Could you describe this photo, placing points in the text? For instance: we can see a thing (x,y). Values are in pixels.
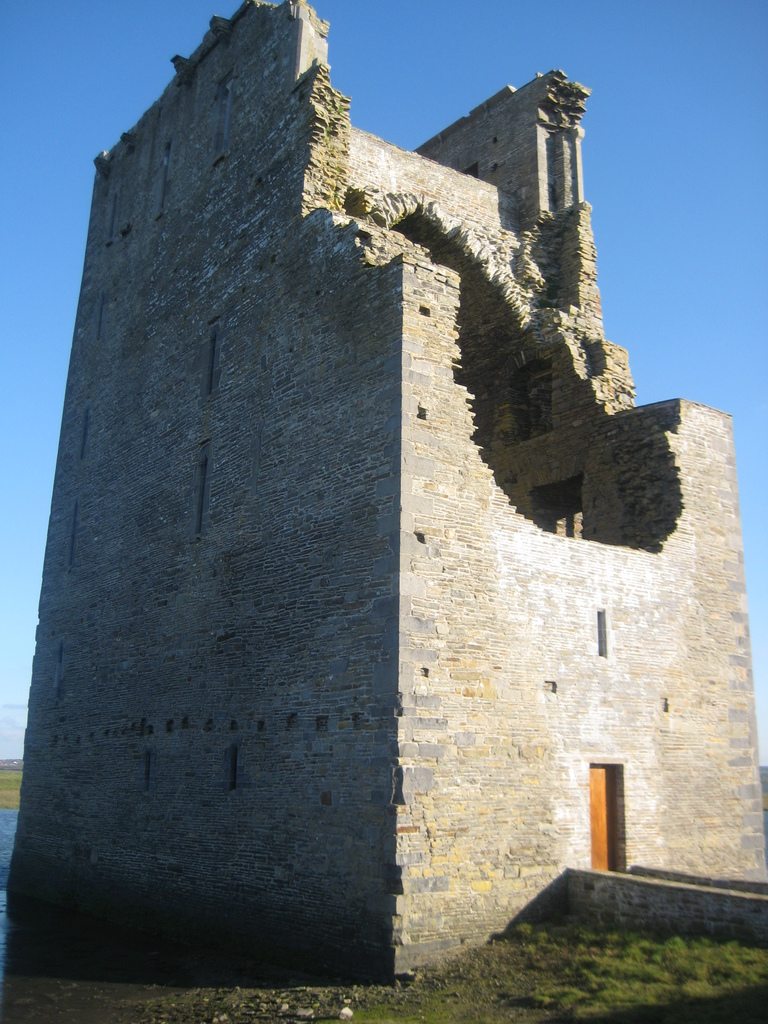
In this picture I can see there is a fort (284,340) and there is a broken wall (619,453) and there is a door (598,783) at right bottom (612,785) and there is grass (488,997) on the ground (479,1001) and the sky (91,132) is clear.
